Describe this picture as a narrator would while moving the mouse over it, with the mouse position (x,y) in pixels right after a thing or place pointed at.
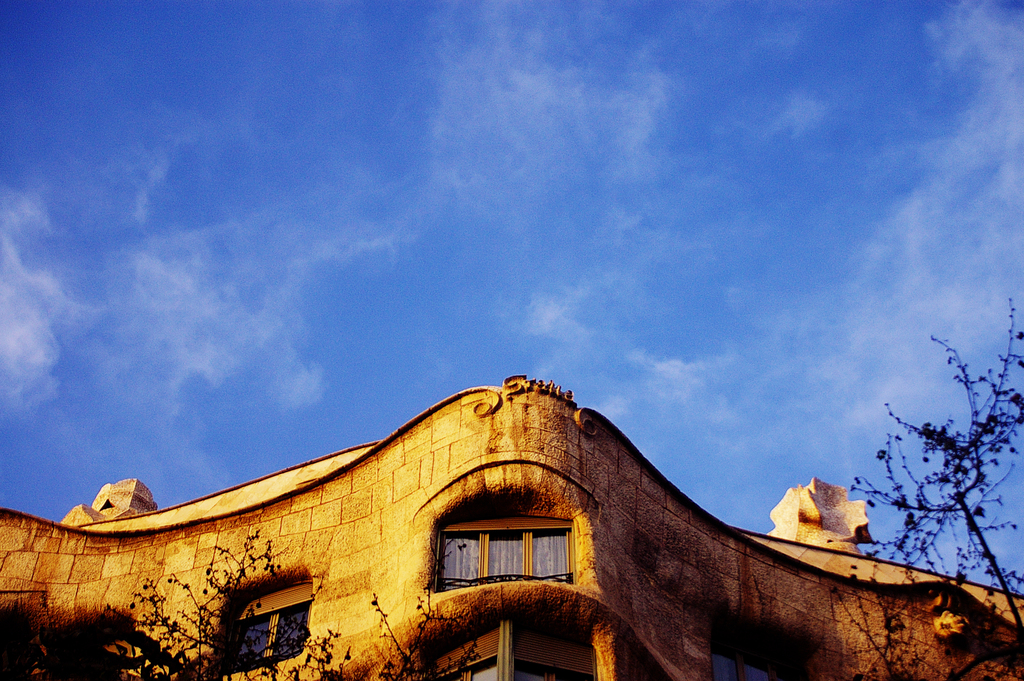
At the bottom of the image (273,498) we can see a building (404,561), windows (497,644), trees (206,655). At the top of the image (378,109) we can see the clouds (1003,286) are present in the sky (466,164).
